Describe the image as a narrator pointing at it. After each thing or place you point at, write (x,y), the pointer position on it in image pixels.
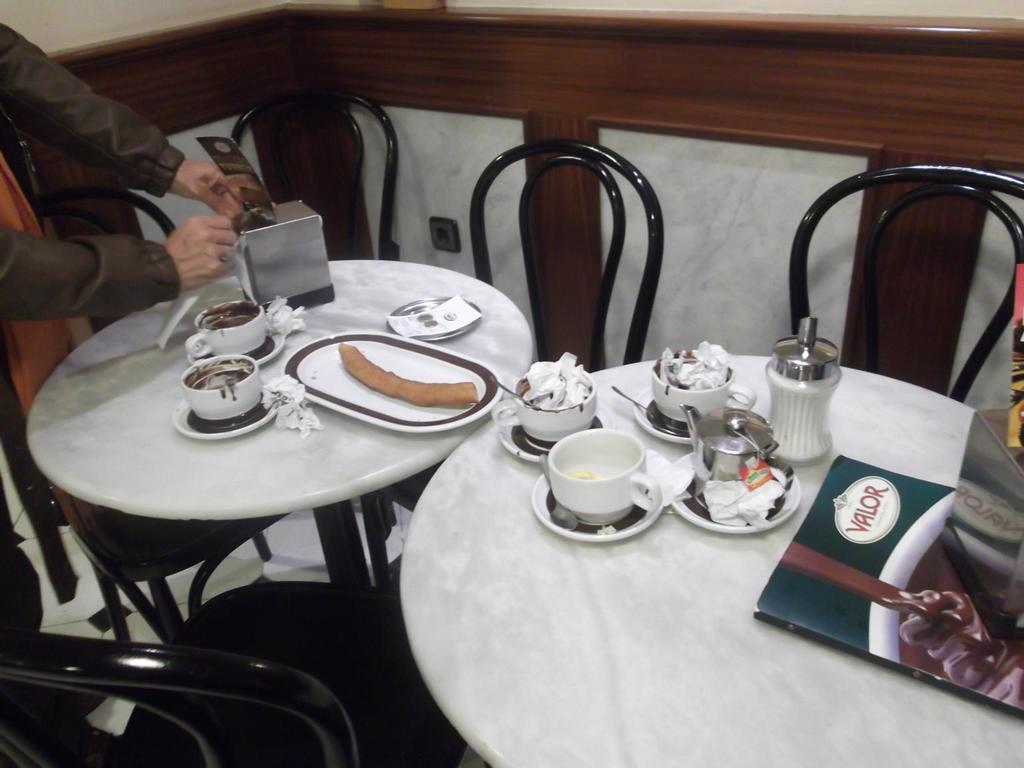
In this picture we can see two tables (851,411) and on table (370,460) we have cup (218,405) with chocolate (243,372), saucer (246,423), tissue paper (285,398), plate (340,381), churro (348,356), box (286,271), bottle (827,359), spoon (653,416), card (859,492) and aside to this we have chairs (368,165) and a person (72,243) keeping paper (239,196) in the box (279,257).
